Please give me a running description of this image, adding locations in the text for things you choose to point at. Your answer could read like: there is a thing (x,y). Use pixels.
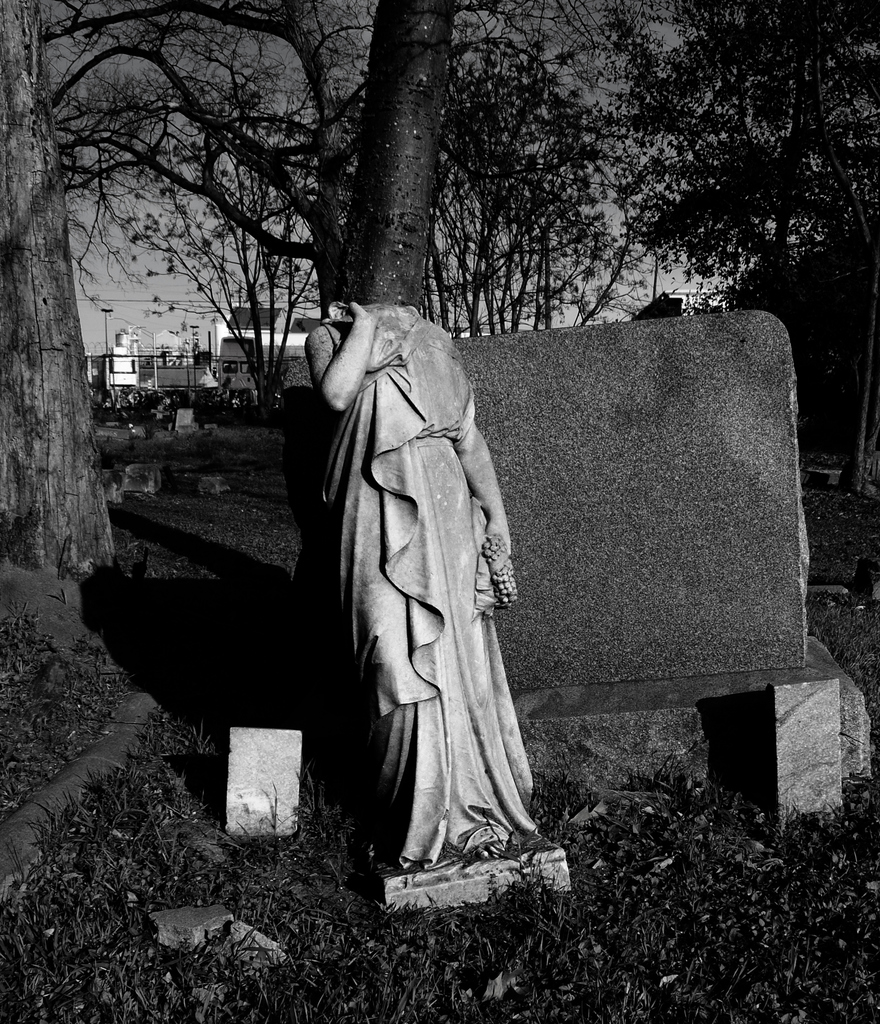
This is a black and white pic. Here we can see a statue (367,464) of a person (367,360) and the head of it is broken. In the background (58,426) there are buildings (125,383), poles (196,355), trees (20,341) and sky (138,287).
